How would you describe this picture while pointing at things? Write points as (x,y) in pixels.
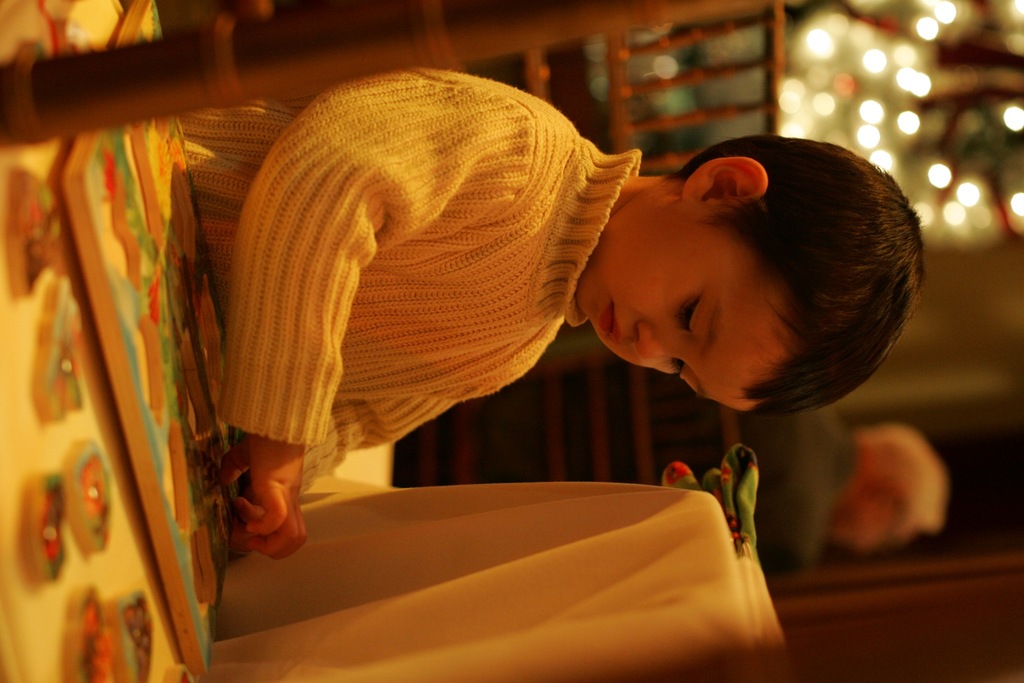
In this image, we can see a kid (456,125), in the background (864,78) we can see some lights (829,96).
